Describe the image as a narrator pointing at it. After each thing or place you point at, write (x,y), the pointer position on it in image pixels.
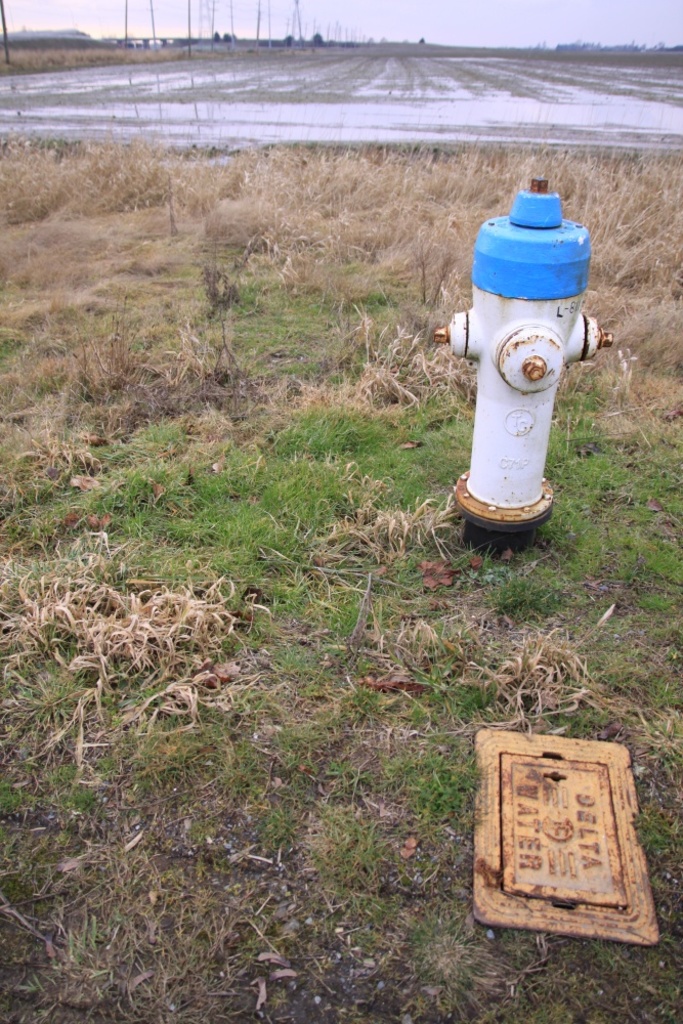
In the picture I can see a fire hydrant (436,336), the grass (445,430) and a board (550,811) which has something written on it. In the background (473,40) I can see poles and the sky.
